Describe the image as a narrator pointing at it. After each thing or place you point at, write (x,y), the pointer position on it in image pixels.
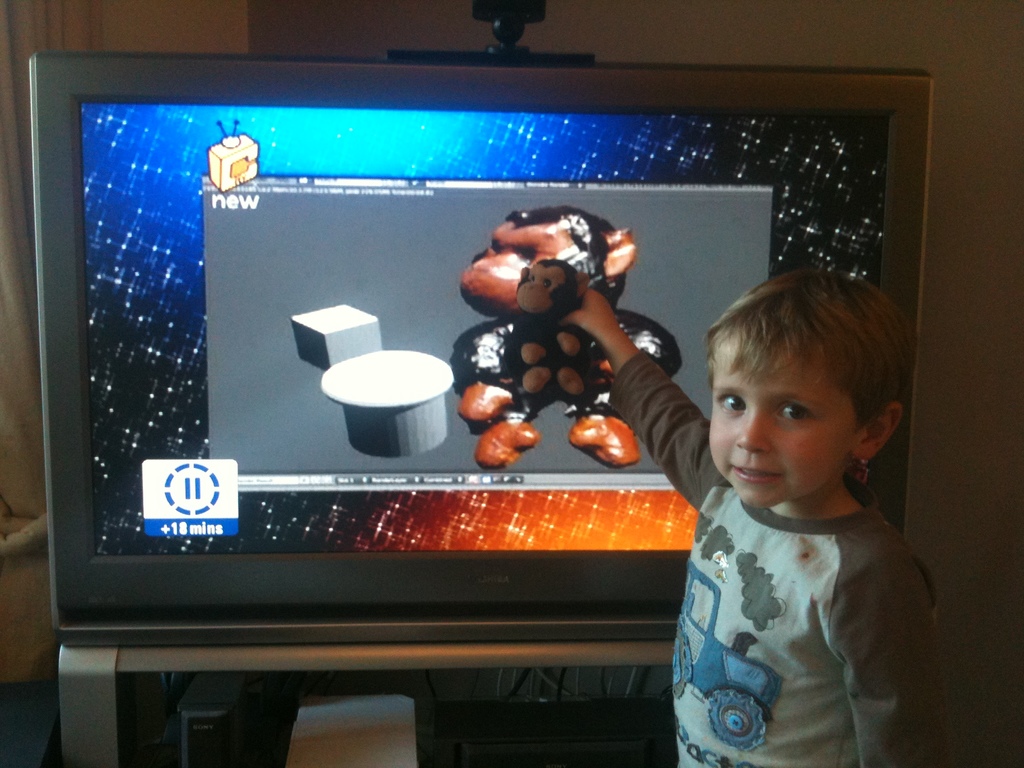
In this image we can see a boy (796,616) standing and holding a soft toy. In the center (664,316) there is a television (514,526) placed on the stand (443,686). In the background (911,28) there is a wall (785,26).
